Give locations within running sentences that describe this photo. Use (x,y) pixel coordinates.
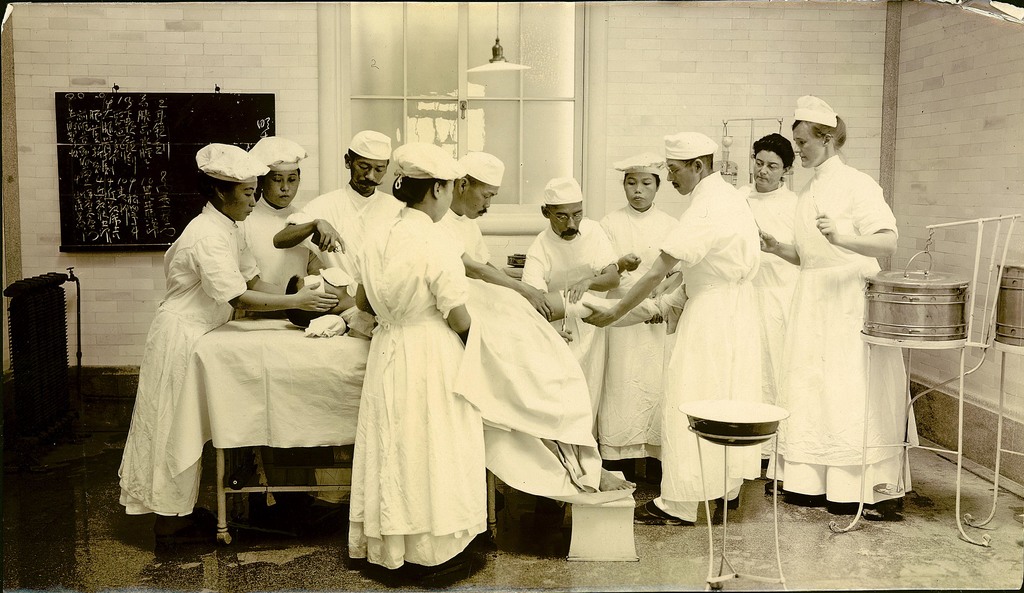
This is a black and white image. In this image, we can see a group of people (367,201) standing in the middle (641,233). In the middle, we can also see a person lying on the bed (309,396). On the right side (999,344), we can see some metal equipment (999,338). On the right side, we can also see a metal stand (710,437), on the stand (700,452), we can see a black color bowl (725,433) which is open. On the left side (60,286), we can also see a black color object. In the background (134,150), we can see a black color board (141,164), glass window (490,88), light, metal equipment (726,155) and a brick wall (852,136).
